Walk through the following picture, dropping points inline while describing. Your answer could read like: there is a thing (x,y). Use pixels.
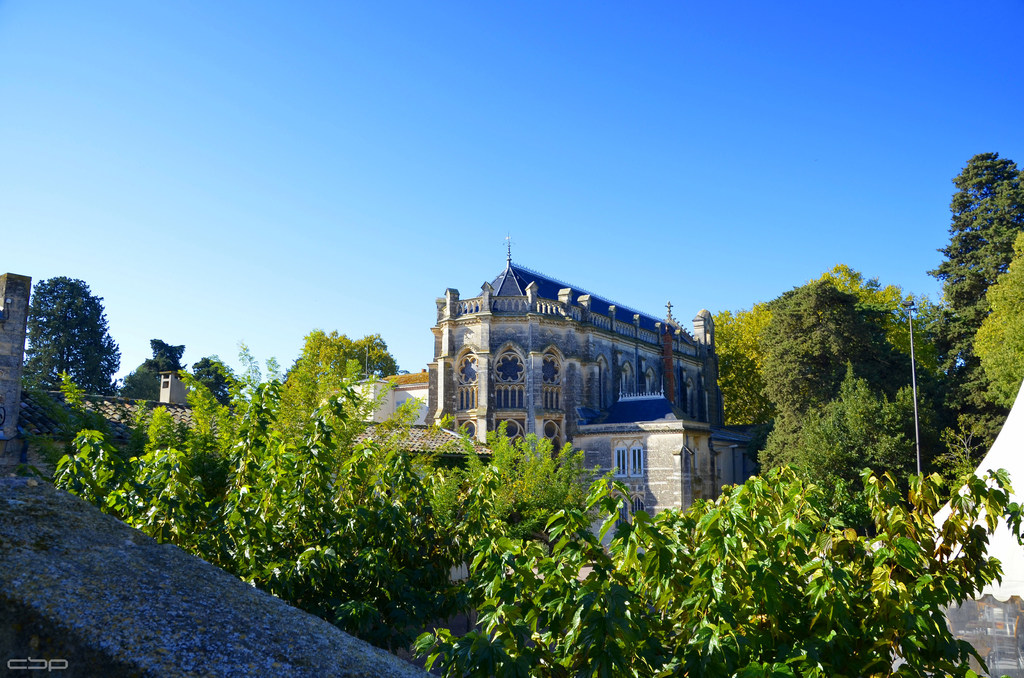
In this image we can see many trees (674,515). Also there are buildings (380,388) with windows (470,404). In the background (485,123) there is sky (472,125).
